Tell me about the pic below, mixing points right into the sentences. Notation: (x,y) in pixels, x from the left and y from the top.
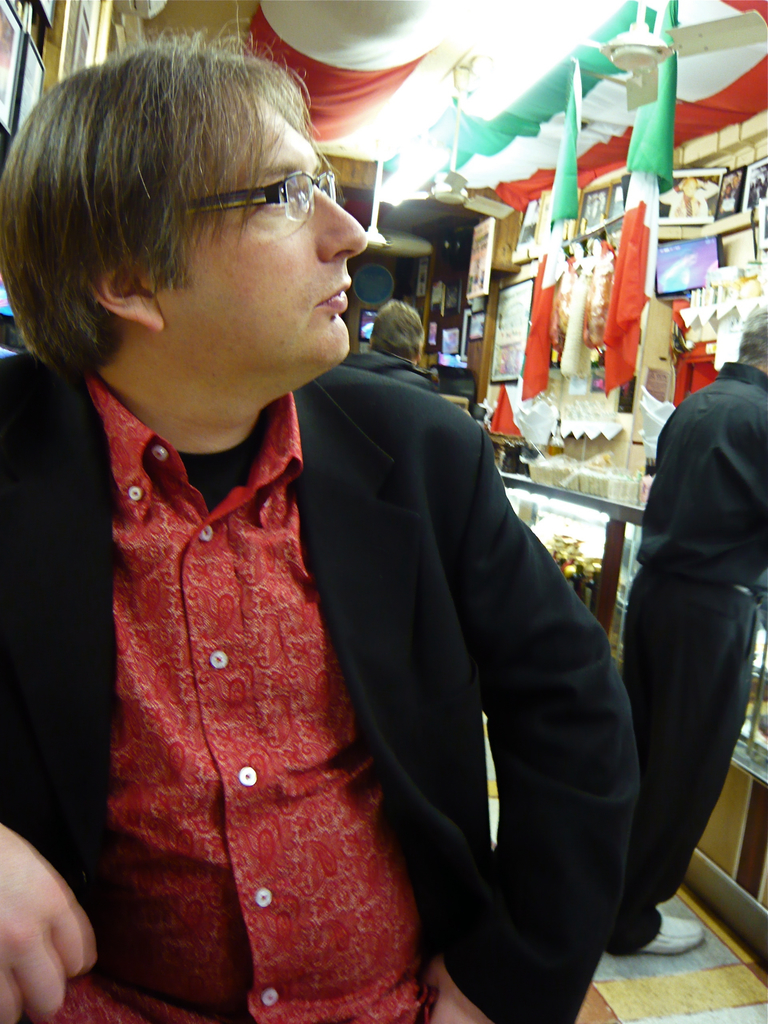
In this image I can see a person (244,653) wearing red colored shirt (241,697), black blazer (397,687) and spectacles (225,201) is sitting. In the background (501,368) I can see a store (505,372), a person (738,430) wearing black colored dress (741,555) is standing and another person (397,313). I can see a television screen (668,291), few photo frames (700,220) to the wall (751,164) and few other objects (550,421).
